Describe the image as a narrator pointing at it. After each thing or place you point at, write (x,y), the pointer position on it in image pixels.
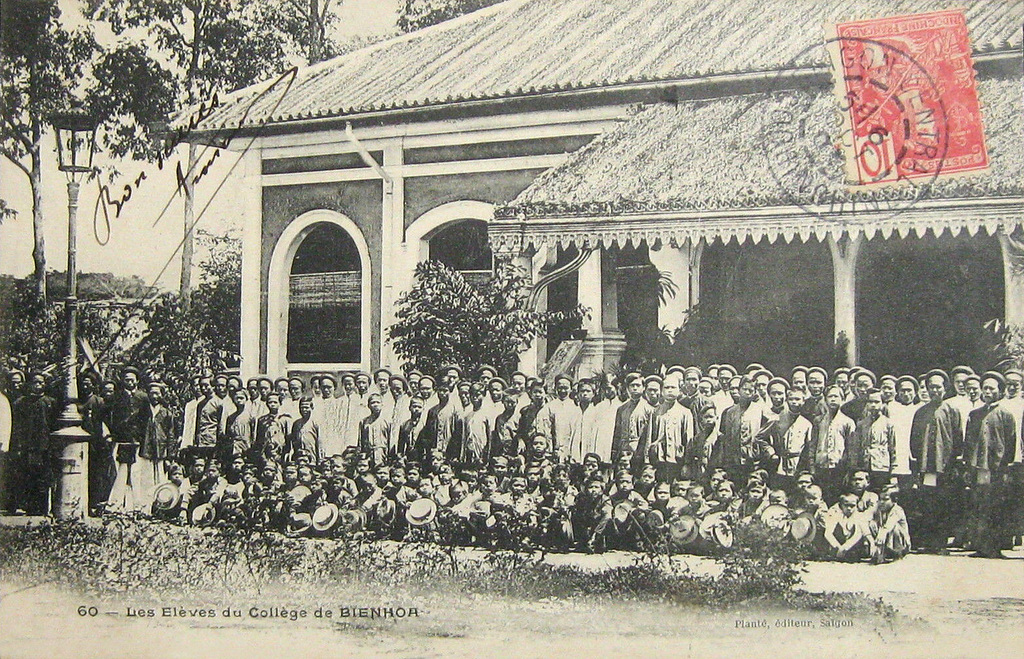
In this image we can see black and white picture of a group of people (693,478), a building (386,230) with windows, pillars (847,334) and roof (338,94). In the background (87,352), we can see group of plants (128,340), trees (23,135), light pole (79,483) and the sky (162,222). At the bottom of the image (349,618) we can see some text (386,618) and in the right side of the image (938,154) we can see a stamp (938,129).
